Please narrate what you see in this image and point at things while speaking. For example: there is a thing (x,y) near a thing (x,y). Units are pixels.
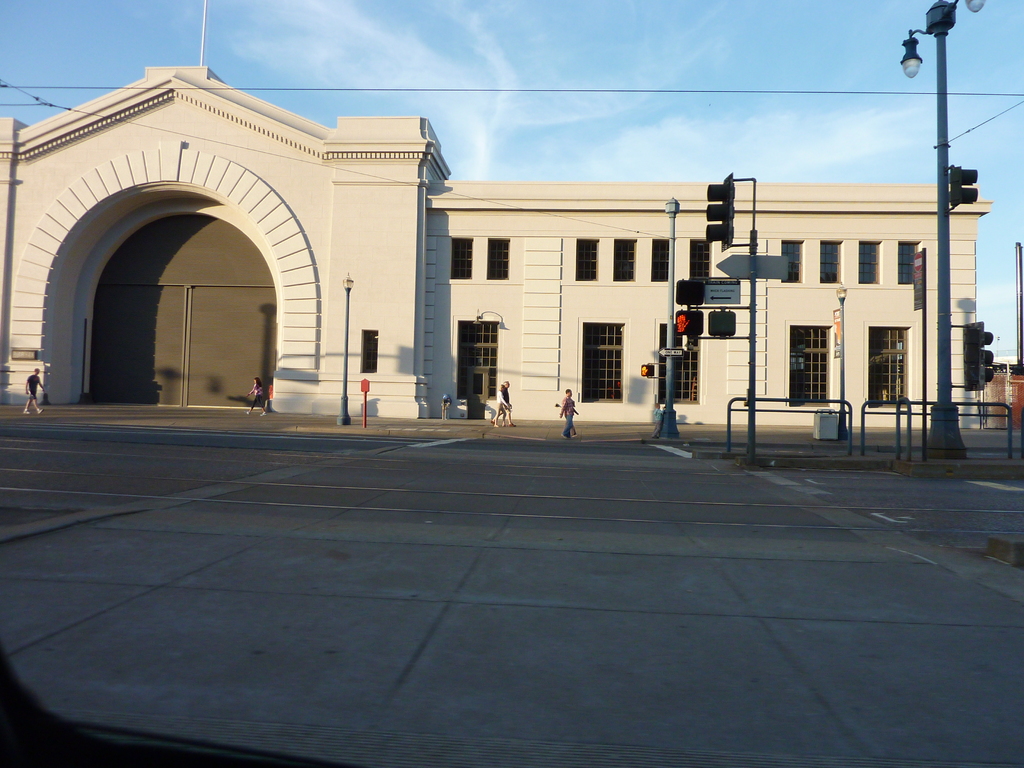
In this picture we can see building (290,413), few people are walking on the road (652,582) and we can see signal lights (714,332).
